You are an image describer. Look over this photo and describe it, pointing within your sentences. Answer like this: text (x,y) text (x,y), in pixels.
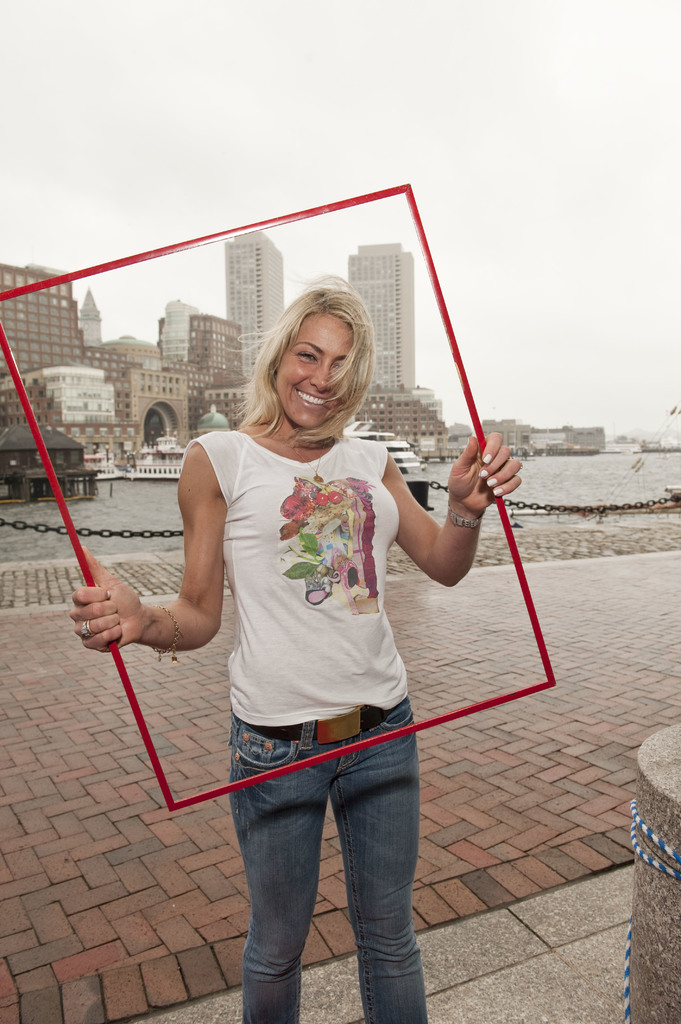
In this image in the foreground (297,517) there is one woman (368,511) who is holding some frame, and in the background (502,424) there are some buildings (56,430), river (644,481), walkway (528,537), chain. And in the bottom right hand corner (646,923) there is one pillar (648,819), and at the top (467,144) there is sky (281,142).
